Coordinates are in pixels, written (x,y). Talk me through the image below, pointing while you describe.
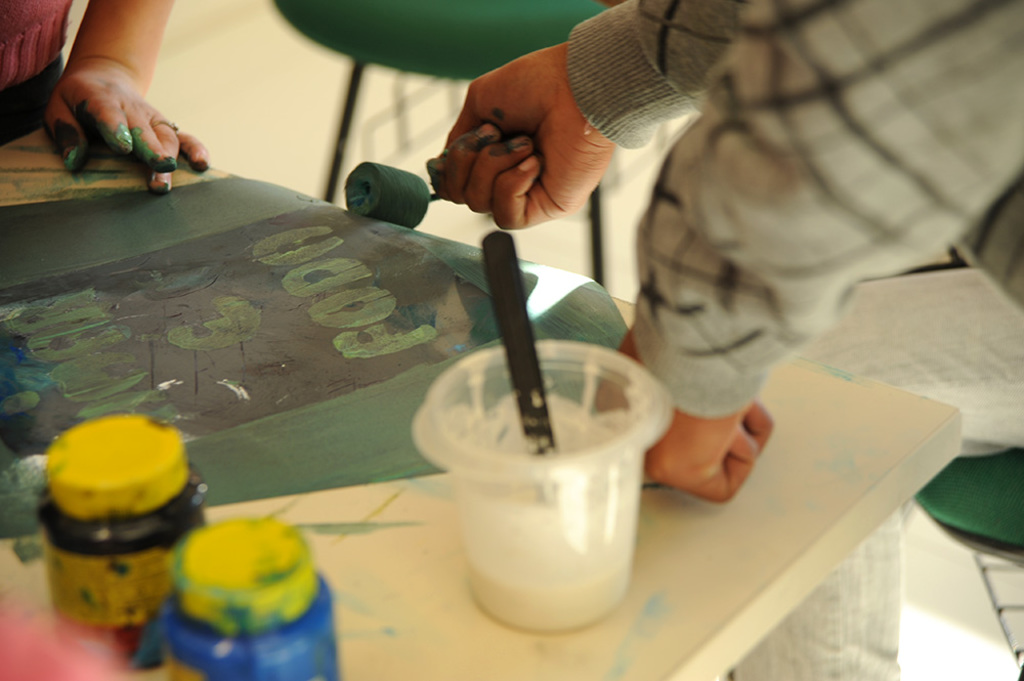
In the image we can see there is a table (437,562) on which there are paint bottles (81,510) and there is a sheet (268,447) which is painted and there people (808,124) are painting it.
